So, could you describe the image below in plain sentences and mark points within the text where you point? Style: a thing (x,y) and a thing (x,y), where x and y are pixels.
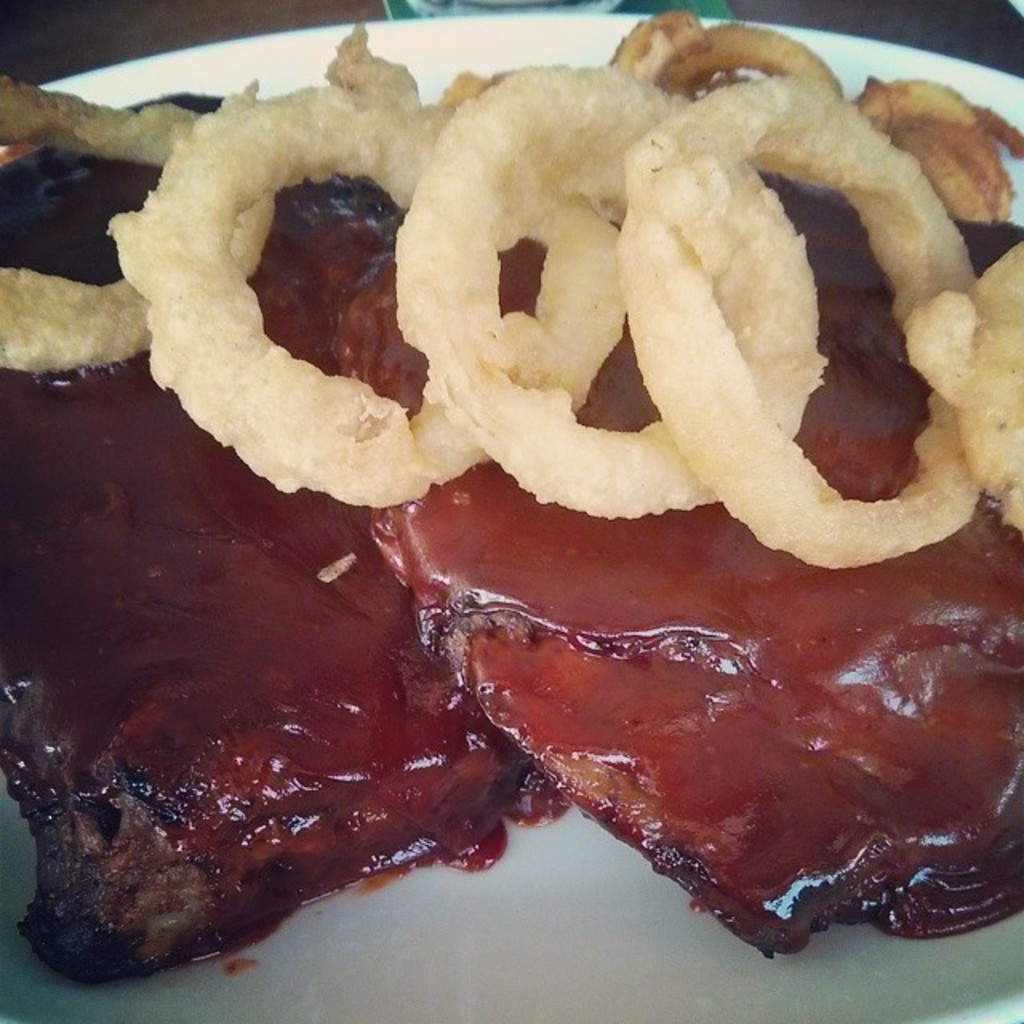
In this image I can see a white colored plate (519,934) and in the plate (477,898) I can see a food item (235,705) which is brown and cream in color.
